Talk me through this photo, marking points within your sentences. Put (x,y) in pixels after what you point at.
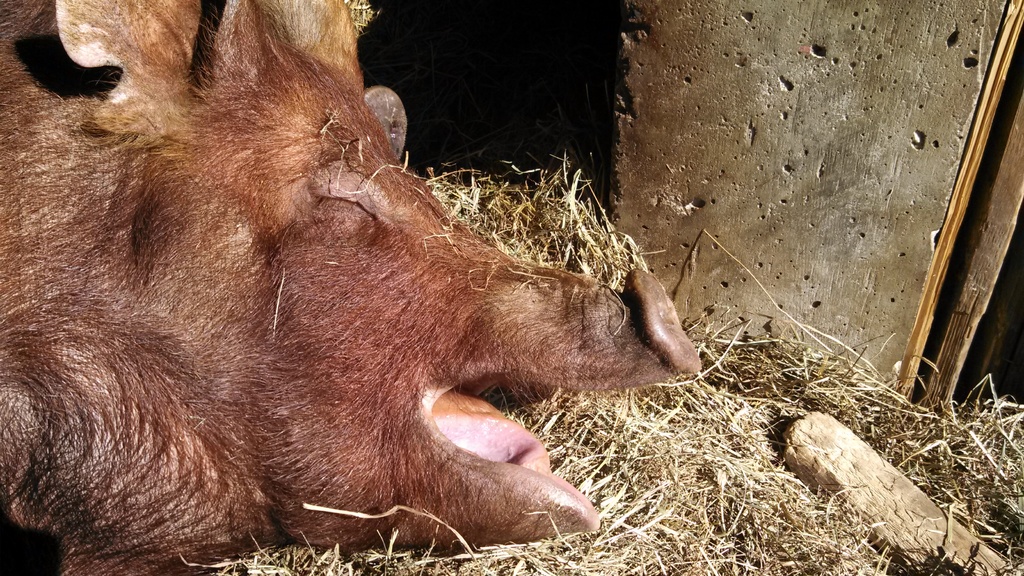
This image is taken outdoors. On the right side of the image (892,98) there is a wall (827,132). On the left side of the image (144,225) there is a pig (368,335) lying on the ground (700,506). At the bottom of the image (666,503) there grass (738,508) and a wooden piece (861,497).
